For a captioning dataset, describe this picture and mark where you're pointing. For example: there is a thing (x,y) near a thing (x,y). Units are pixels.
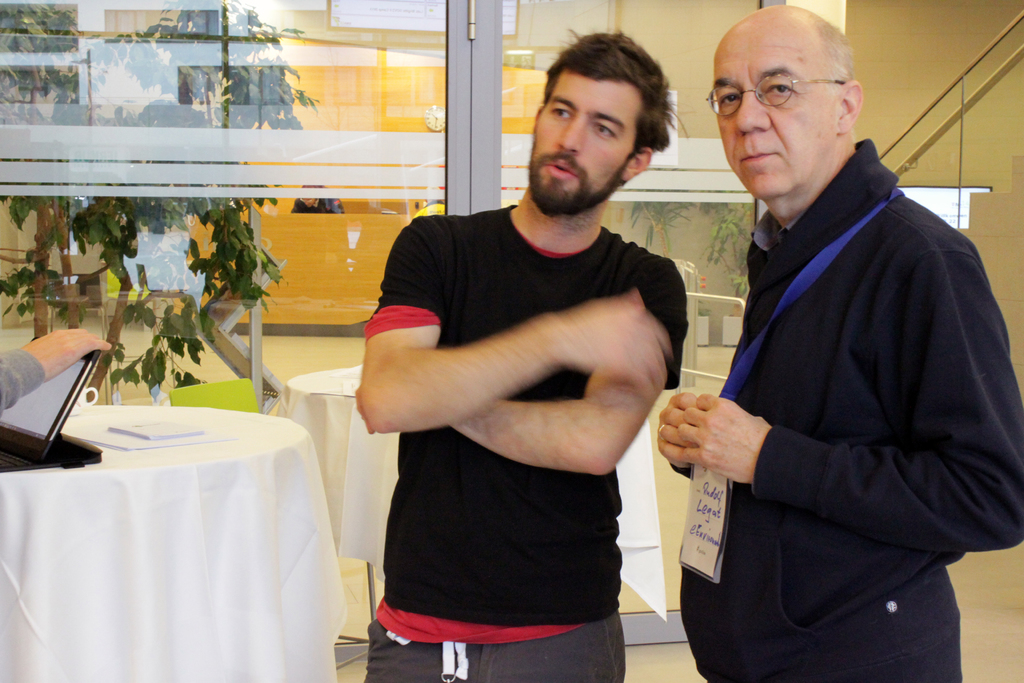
In this image on the right side (806,286) there is one man (769,429) who is standing and he is wearing spectacles (772,94) beside that man (745,130) there is another man (509,350) who is standing and he is wearing a black shirt (531,482). On the background (337,107) there is a glass door (260,103) and on the left side (162,312) there is one plant (156,215) and in the middle (352,402) there are two tables (297,426) and that tables (257,476) are covered with a white cloth (204,449) and on that table (203,515) there is one laptop (48,430) and some books (155,430) are there.
